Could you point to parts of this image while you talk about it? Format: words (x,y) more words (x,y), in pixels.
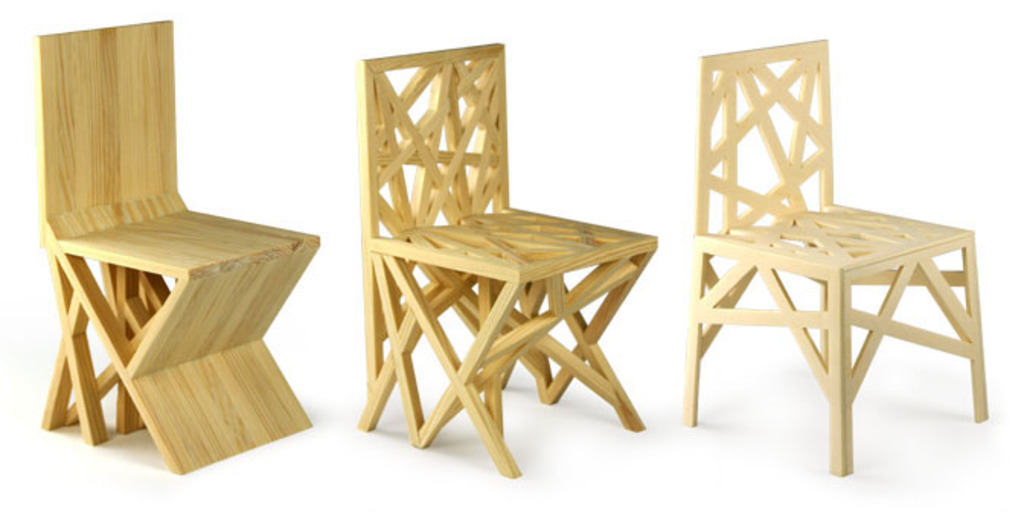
In this image, we can see wooden chairs (266,228).
